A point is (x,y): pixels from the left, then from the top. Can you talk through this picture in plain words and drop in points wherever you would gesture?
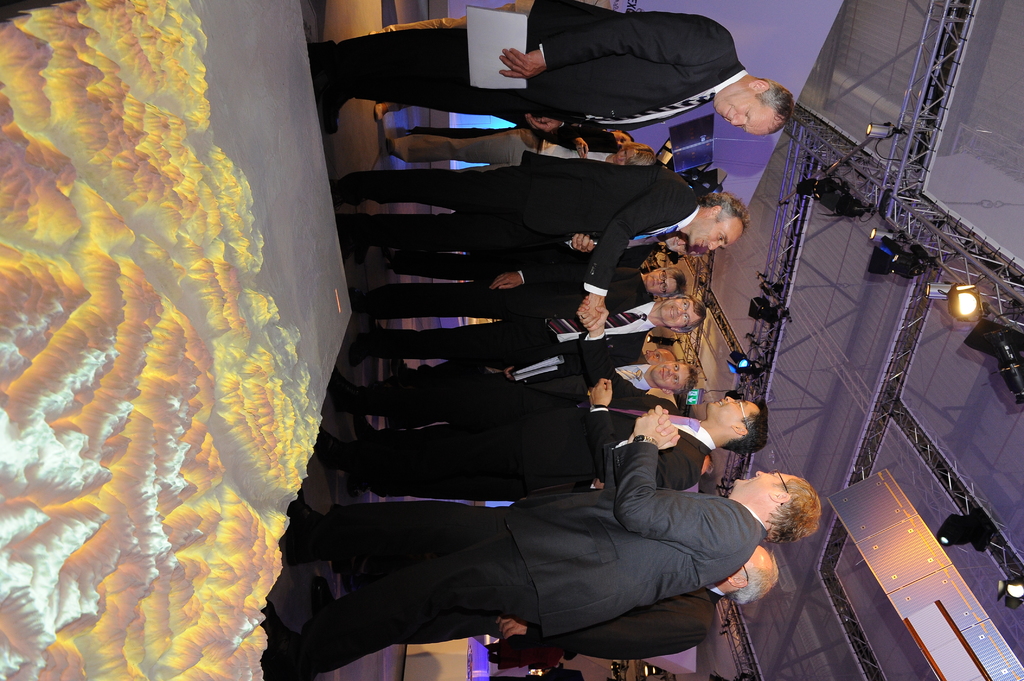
In the middle of the picture (397,347) we can see group of people (447,332). On the left (82,120) we can see the picture (140,434) of mountains (110,297). On the right (887,165) there are focus lights (904,257), iron frames (912,302) and ceiling (991,44).
